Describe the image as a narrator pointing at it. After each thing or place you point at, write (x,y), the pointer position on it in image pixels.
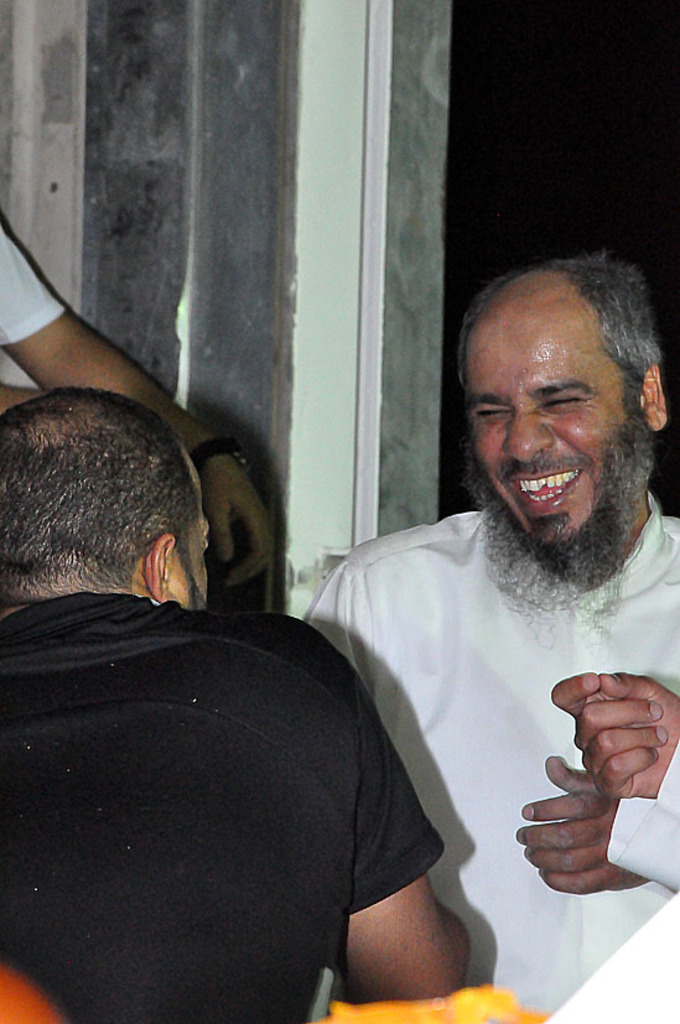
In this picture I can see there are two men (441,697) sitting and there is a person (498,604) sitting at the right side (494,615), he is wearing a white shirt (468,551) and laughing and there is a man (57,418) sitting in front of him. There is a wall (407,97) in the backdrop (340,143) and the rest of the image is dark at the right side (597,125).
